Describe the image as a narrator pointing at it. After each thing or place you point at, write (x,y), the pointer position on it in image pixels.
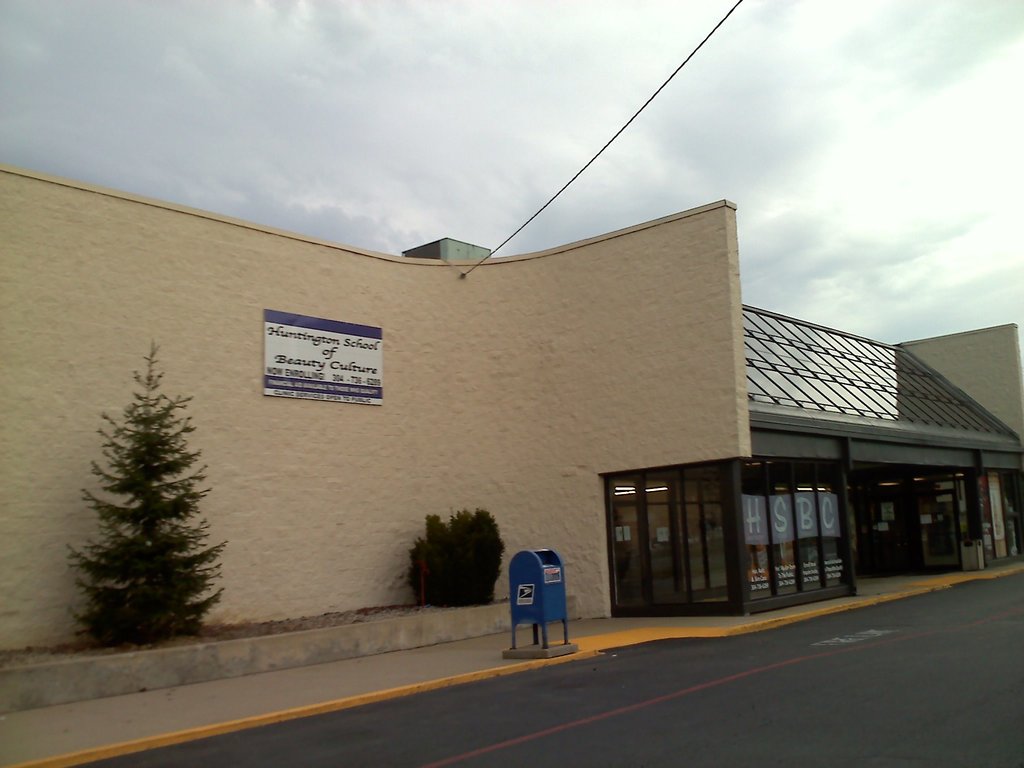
This is an outside view. At the bottom (706,717) there is a road (744,717). In the middle of the image (513,367) there is a building (438,418). On the left side (140,438) there are few trees (155,580) and I can see a board (312,364) attached to a wall (298,421). On the board (306,356), I can see some text (294,336). At the top of the image (359,80) I can see the sky (403,75).
